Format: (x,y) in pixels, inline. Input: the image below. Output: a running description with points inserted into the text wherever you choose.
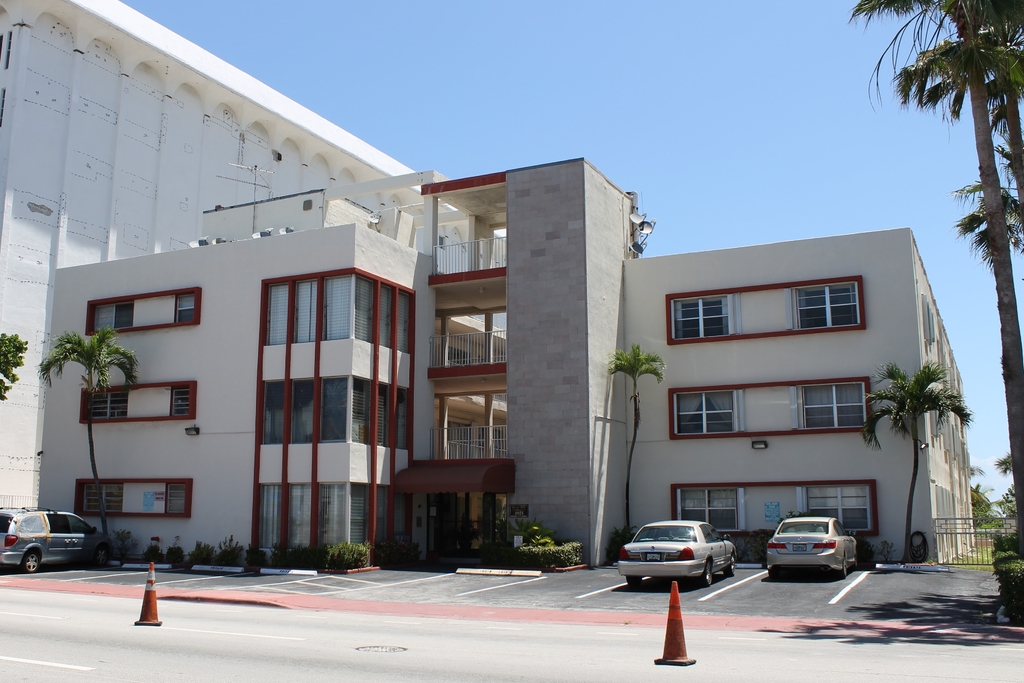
In this picture, we can see three cars (695,544) parked on the path (553,572) and behind the cars (826,555) there are cone barriers (147,602) and in front of the vehicles (689,556) there are trees (626,365), plants (535,559), building (526,428) and a sky (786,176).
